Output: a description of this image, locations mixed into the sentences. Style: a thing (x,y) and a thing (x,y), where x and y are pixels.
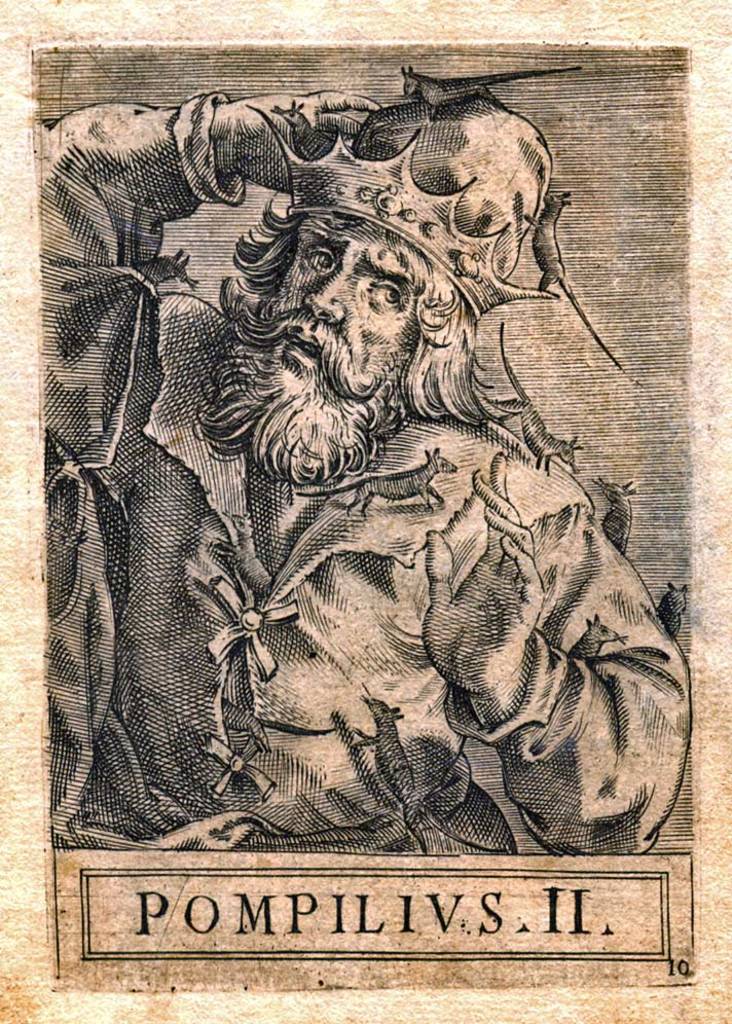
In this image I can observe a poster (474,530). At the bottom of the poster (377,900) there is some text (476,927).
